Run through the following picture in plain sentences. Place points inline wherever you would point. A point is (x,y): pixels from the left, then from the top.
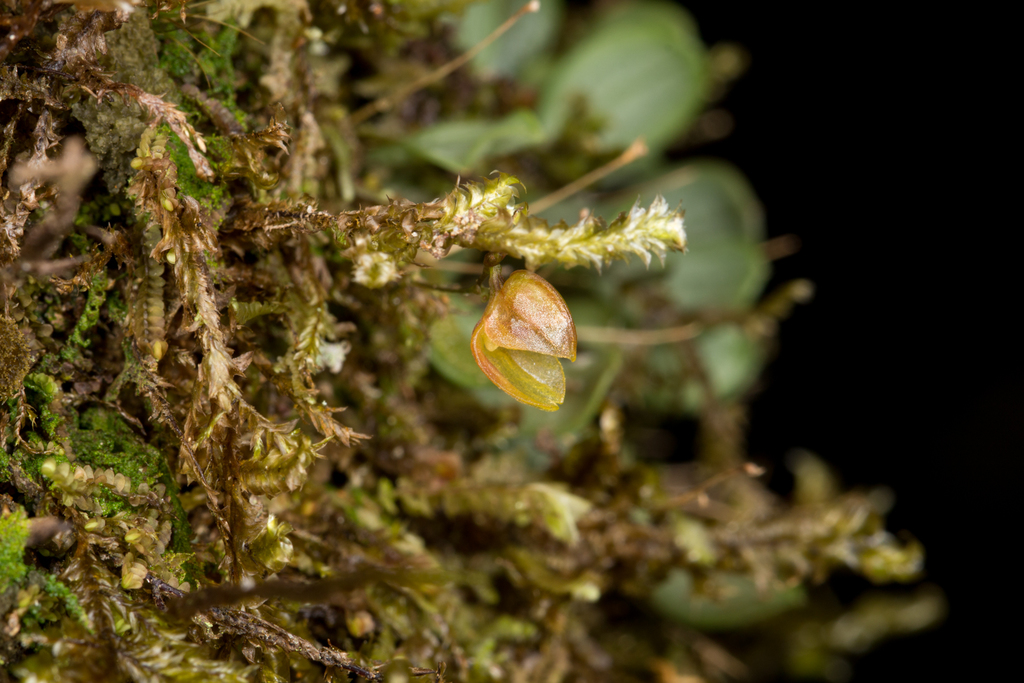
In this image, I can see grass (338,440), plants (588,330) and a dark color. This picture might be taken during night.
